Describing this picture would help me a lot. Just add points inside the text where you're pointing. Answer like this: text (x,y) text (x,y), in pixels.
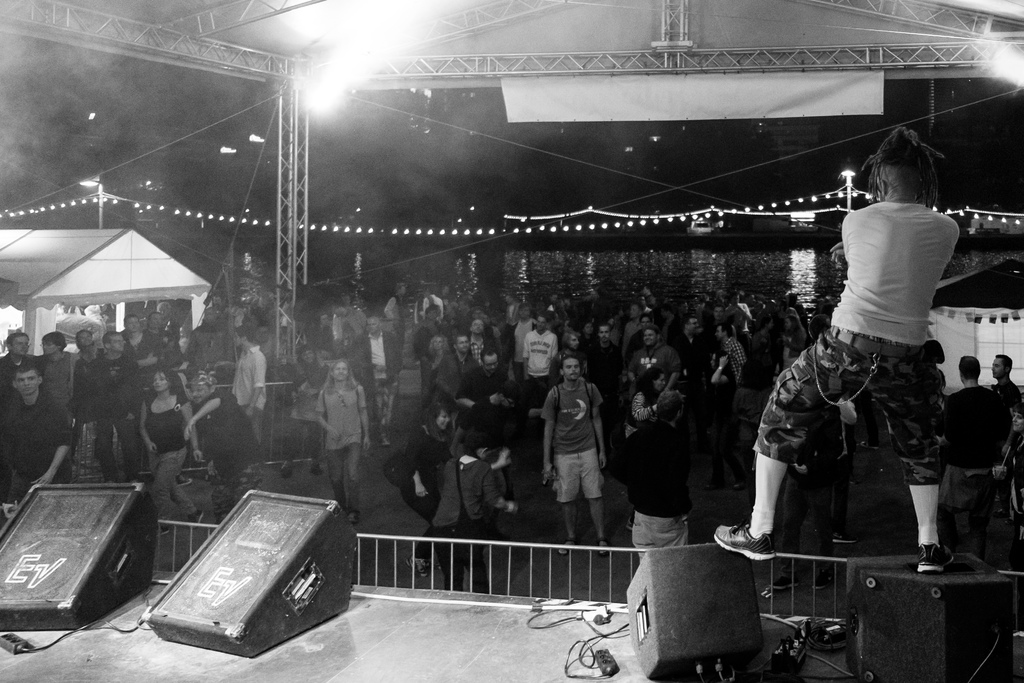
In this image, we can see a person (883,237) wearing clothes (897,261) and standing on speakers (892,596). There is a crowd (394,327) in the middle of the image (440,447). There is a shelter (87,281) on the left side of the image (204,295). There are speakers (145,558) in the bottom left of the image (153,518). There is a banner (513,106) at the top of the image (505,116).
